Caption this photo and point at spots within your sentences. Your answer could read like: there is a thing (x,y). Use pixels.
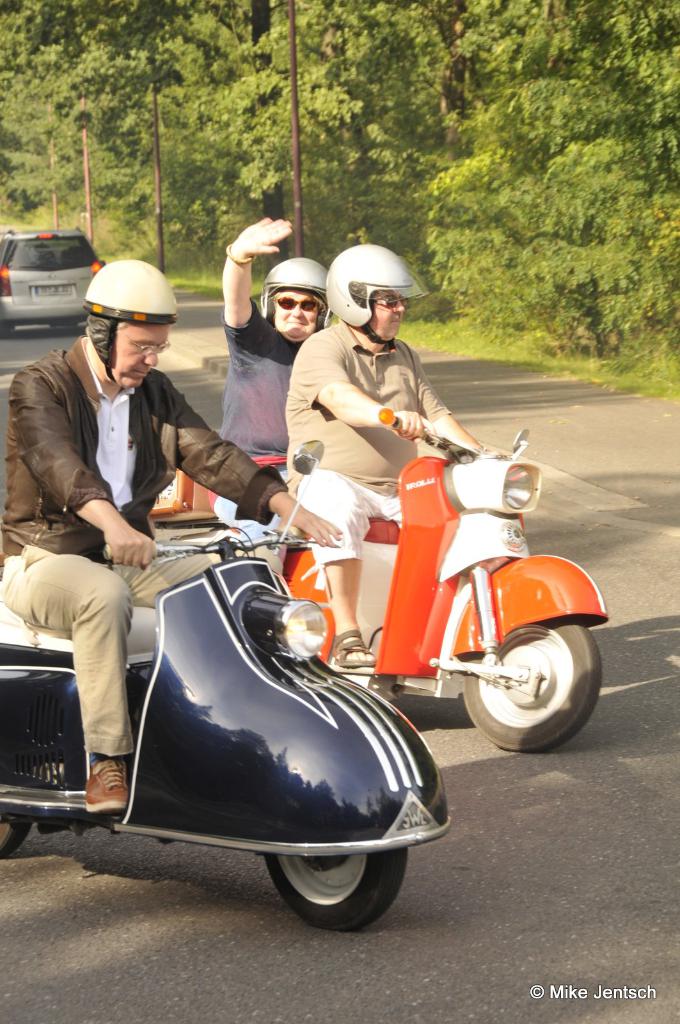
Left a man (99,514) is driving a motorcycle (269,860). He wear a brown color coat (23,497) and also He wear helmet (136,276) on the middle (255,359) two persons (342,568) are travelling on the motorcycle (405,578) behind them a car (50,325) is moving in the way (54,333) and the right side (493,236) there are trees (551,234).
